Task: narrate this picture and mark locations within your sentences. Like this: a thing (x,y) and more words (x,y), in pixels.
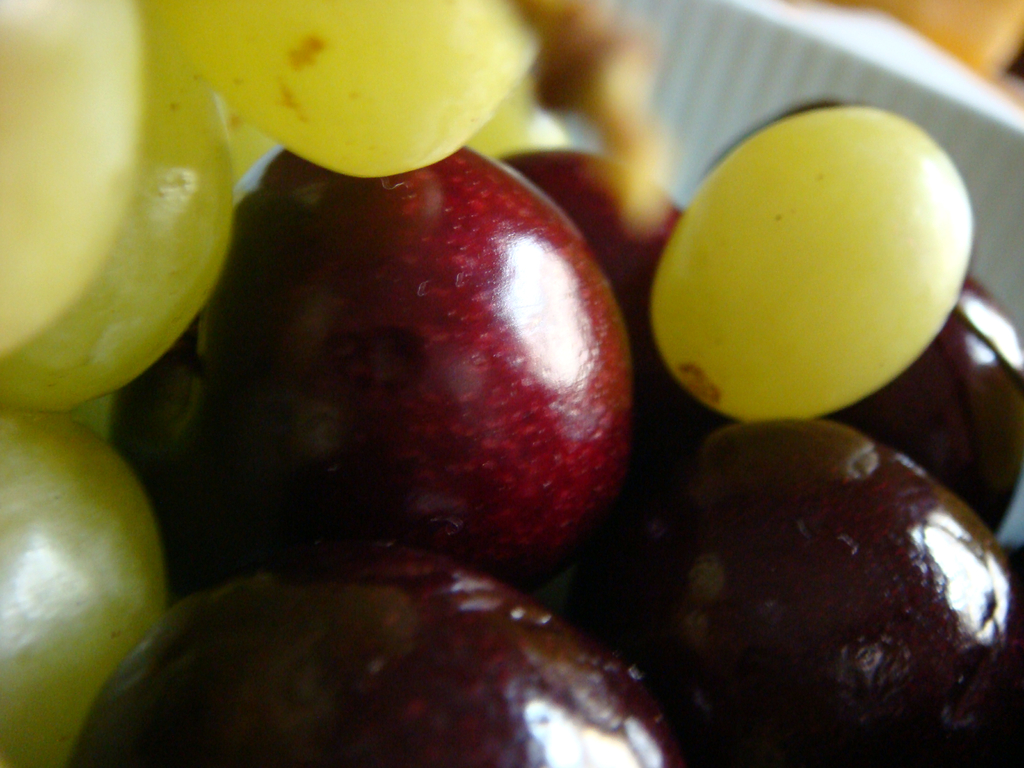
In the foreground of this image (746,259), it seems like grapes (790,264) and cherries (492,486). At the top (898,78), there is a white object (860,84).
